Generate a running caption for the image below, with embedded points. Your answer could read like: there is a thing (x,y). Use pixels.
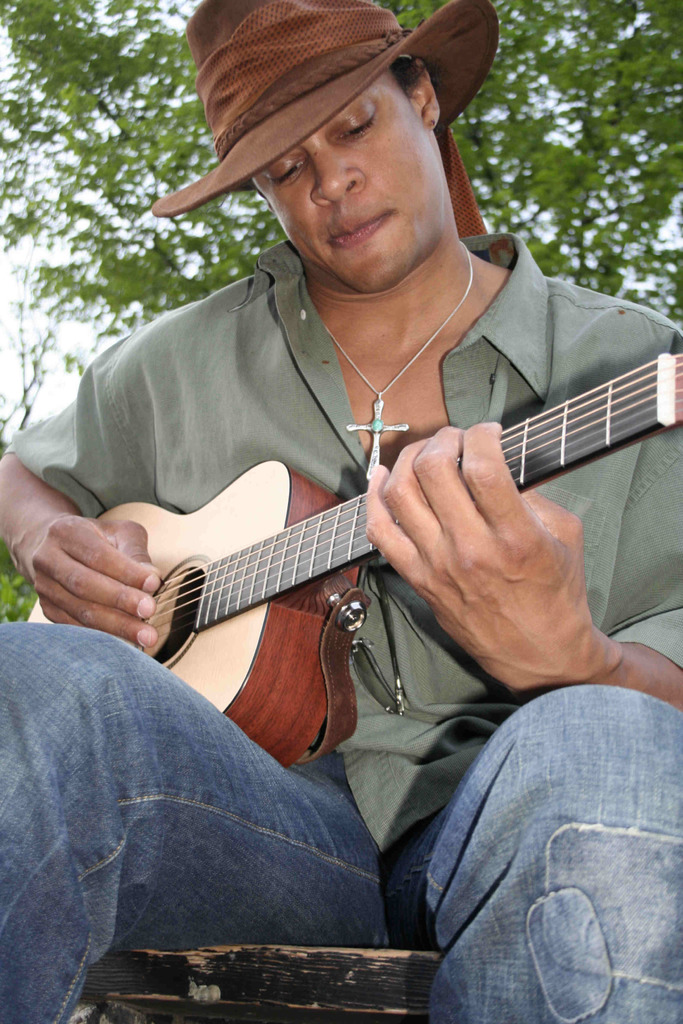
A person (323,390) wearing a shirt (540,299) also a hat (295,55). He is having a cross (378,431) on his neck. He is holding a guitar (306,597) and playing. In the background (543,157) there is a tree (129,143).
